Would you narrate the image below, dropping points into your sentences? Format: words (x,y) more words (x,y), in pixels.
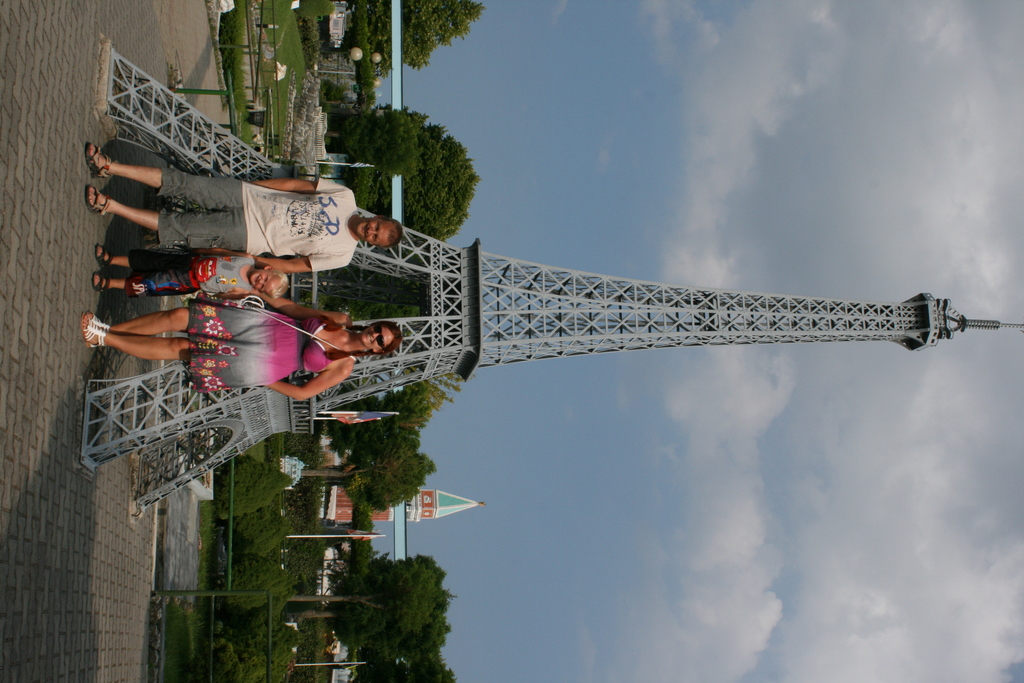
There are a man (307,221) in white color t-shirt (307,229), a child (248,287) and a woman (216,303), smiling and standing on a floor (52,332). Beside them, there is a tower (909,319). In the background (369,46), there are trees (440,615), plants (309,492), poles (346,71) and there is grass (206,566) on the ground (210,604) and there are clouds (706,258) in the blue sky (571,158).
